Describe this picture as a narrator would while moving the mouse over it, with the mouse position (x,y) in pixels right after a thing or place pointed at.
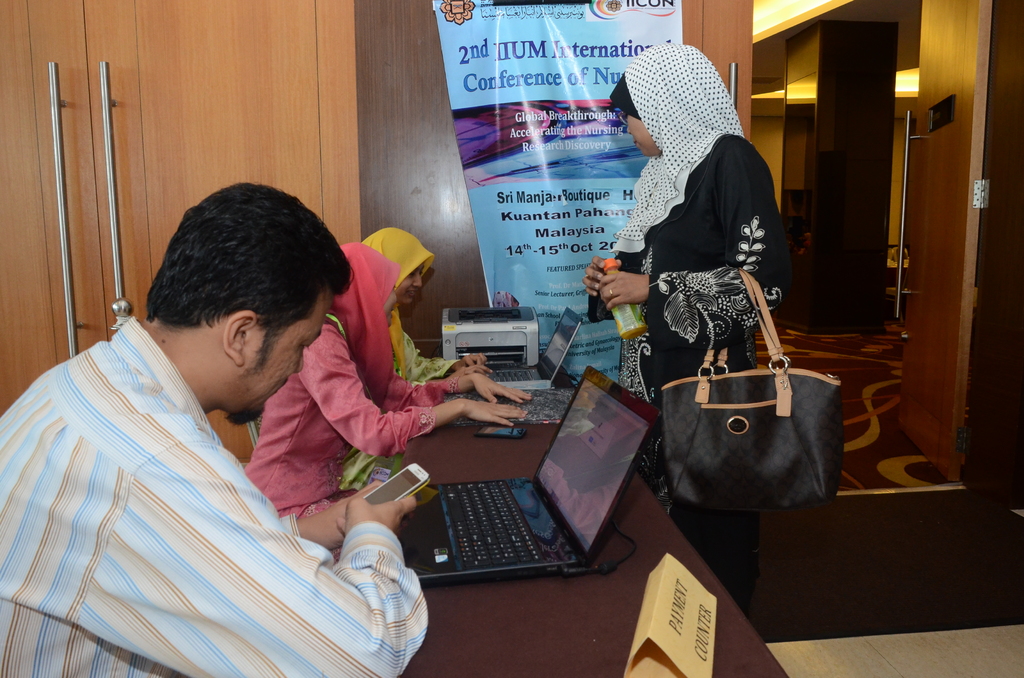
In the picture there is a reception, three people (293,452) were sitting in front of the tables (482,464) with laptops (490,565) and a printer (506,355). A woman (664,300) is standing in front of the reception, behind her there is a banner (527,225) and on the right side (983,96) there is a door (731,48). Behind the reception table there is a cabinet (63,135).
